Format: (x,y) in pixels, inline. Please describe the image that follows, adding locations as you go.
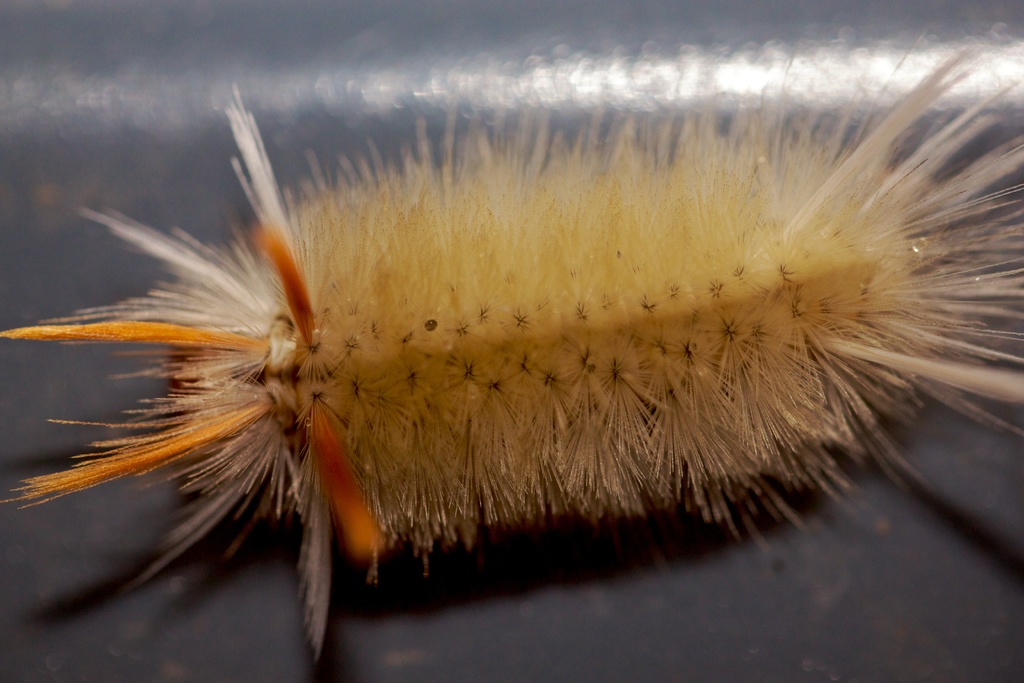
In this image we can see a hairy creature (471,377).
